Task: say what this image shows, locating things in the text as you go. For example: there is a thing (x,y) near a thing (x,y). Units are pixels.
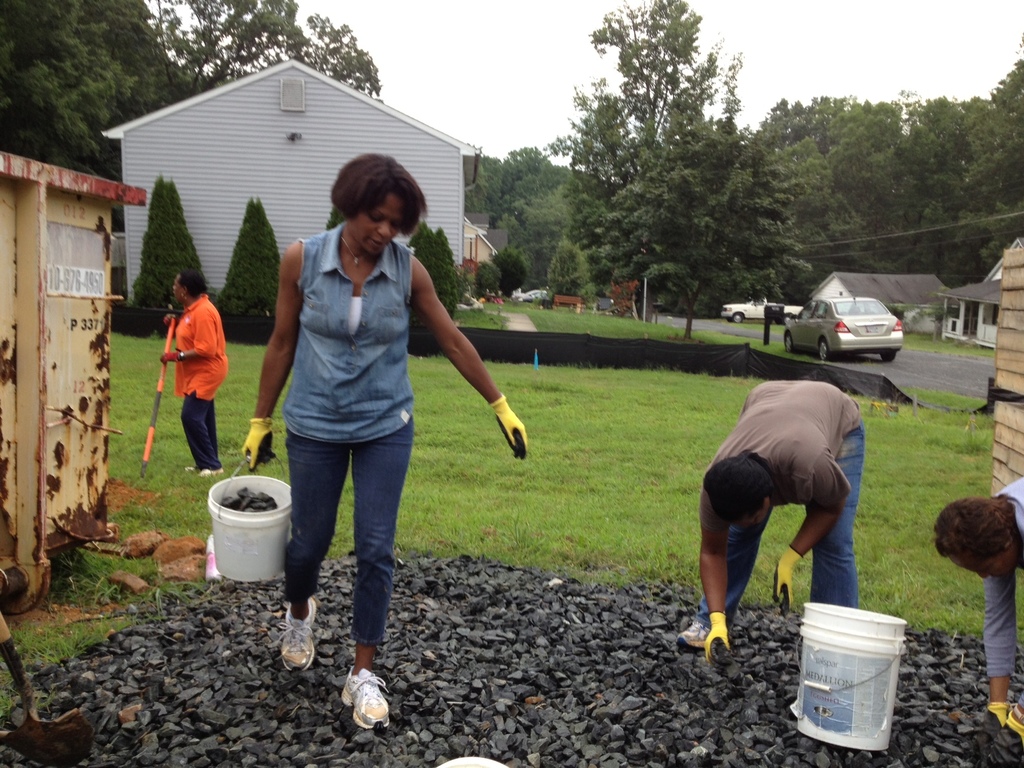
In this image I can see four persons (824,531) on the ground (553,566) and are holding some objects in their hand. In the background (477,427) I can see grass (544,438), fence (417,339), houses (276,207), trees (257,227), wires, vehicles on the road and the sky (534,82). This image is taken may be in a garden (480,404).
